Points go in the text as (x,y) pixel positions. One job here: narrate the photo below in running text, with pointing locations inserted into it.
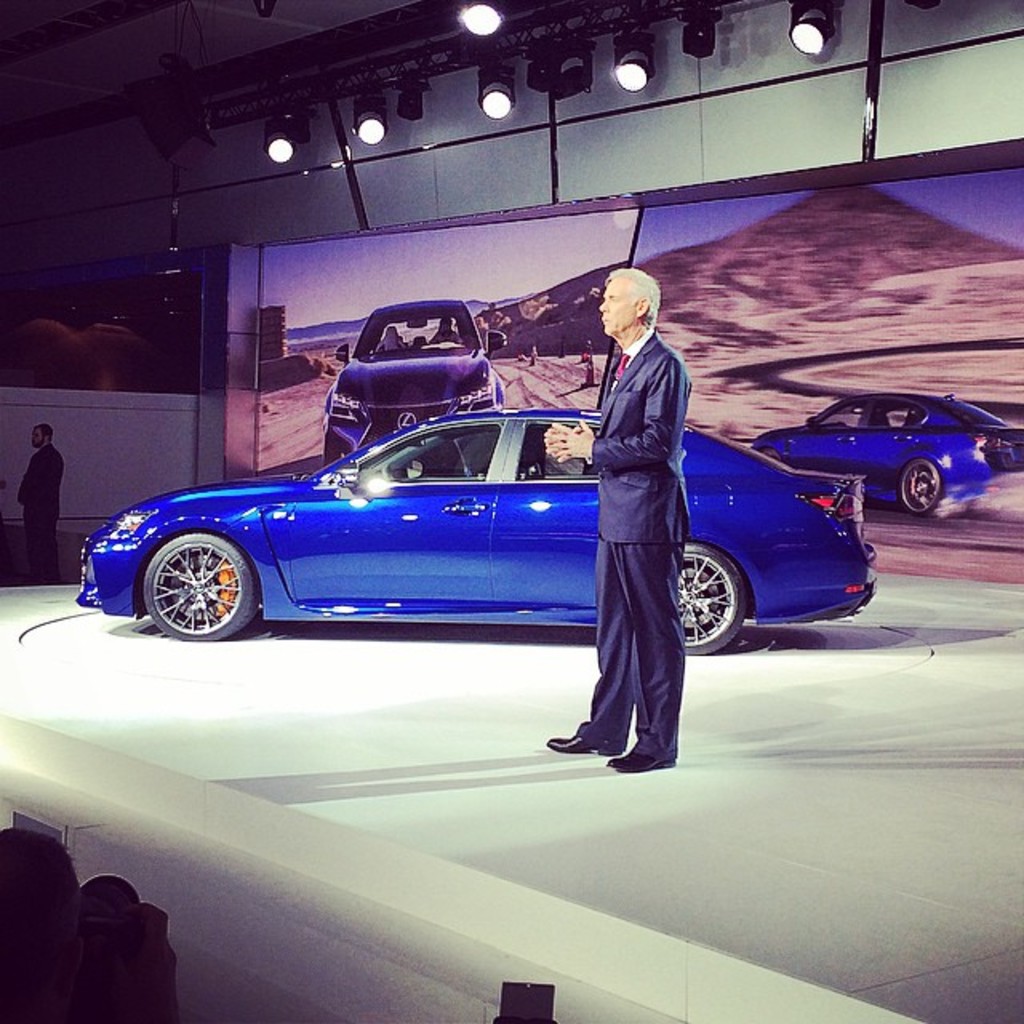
The picture consists of a stage (716,742), on stage (442,697) there is a person (621,578) in standing. In the center of the picture (437,498) there is a car (373,472). In the background (396,147) there are lights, banners (445,311) and wall (544,153). In the background (51,446), towards left (38,482) there is a person (30,472) standing near the wall (90,456). At the bottom left (68,932) there is a person (68,932) holding camera (95,942).
